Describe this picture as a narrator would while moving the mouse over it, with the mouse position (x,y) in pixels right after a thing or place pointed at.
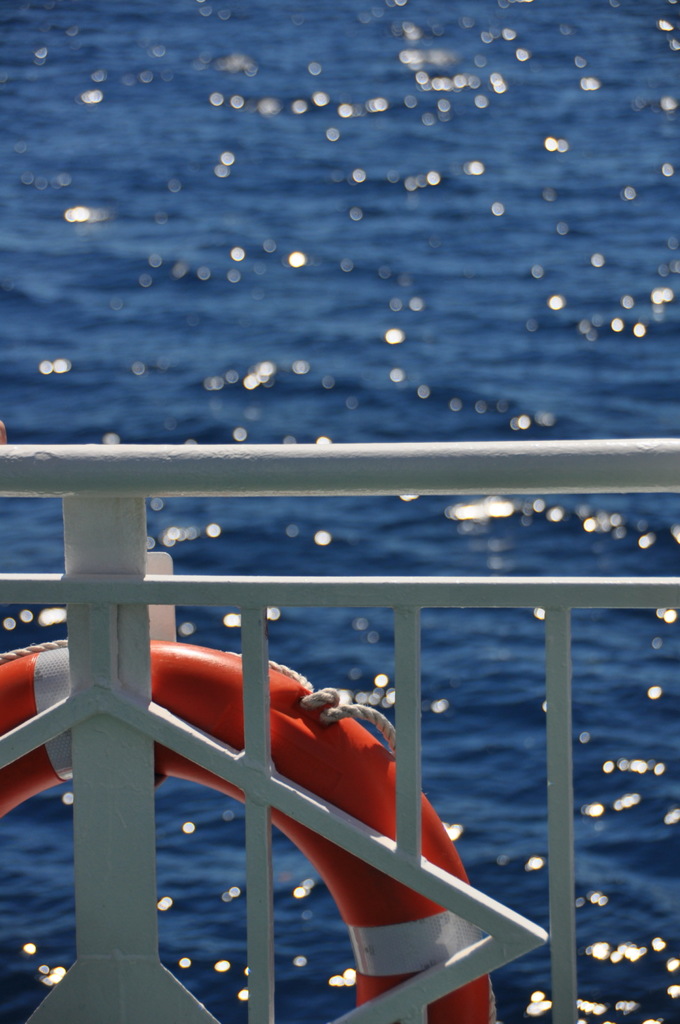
In this image there is a railing (71,663) and a ring (274,665) is hanging on it. In the background (300,564) there is a river (525,792).
